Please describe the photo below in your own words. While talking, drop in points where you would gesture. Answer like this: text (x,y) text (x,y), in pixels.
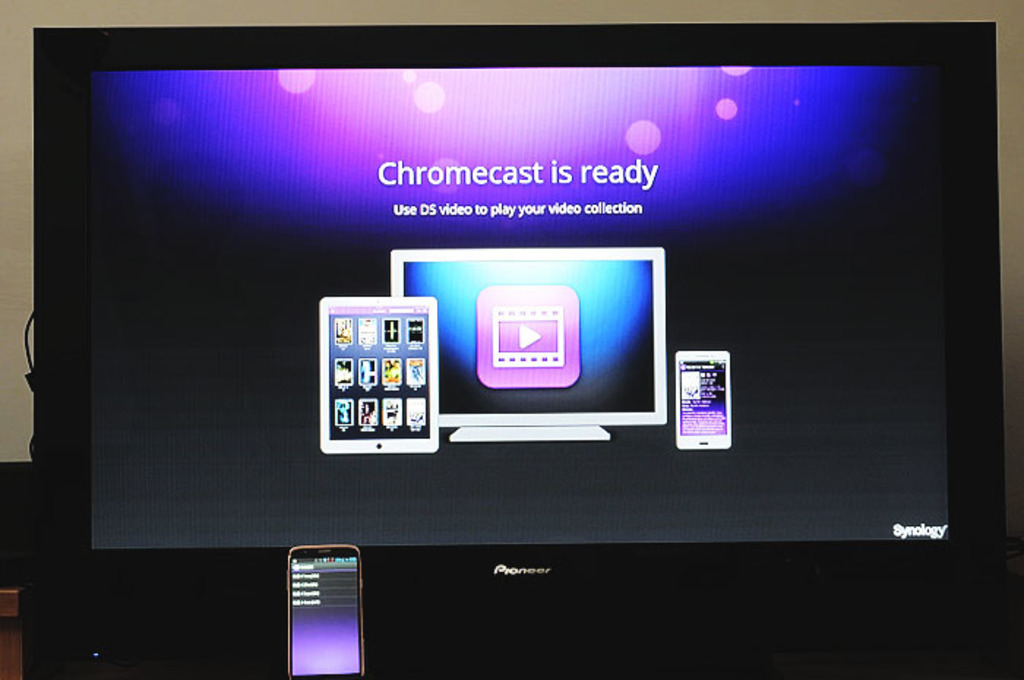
This picture is clicked inside. In the foreground (355,562) we can see a mobile phone (314,582) on which we can see the text (303,576). In the center (657,391) there is a television (468,46) on which we can see the pictures (633,376) of the electronic devices (484,336) and we can see the text (489,185) on the screen (305,94) of the television (422,215).
